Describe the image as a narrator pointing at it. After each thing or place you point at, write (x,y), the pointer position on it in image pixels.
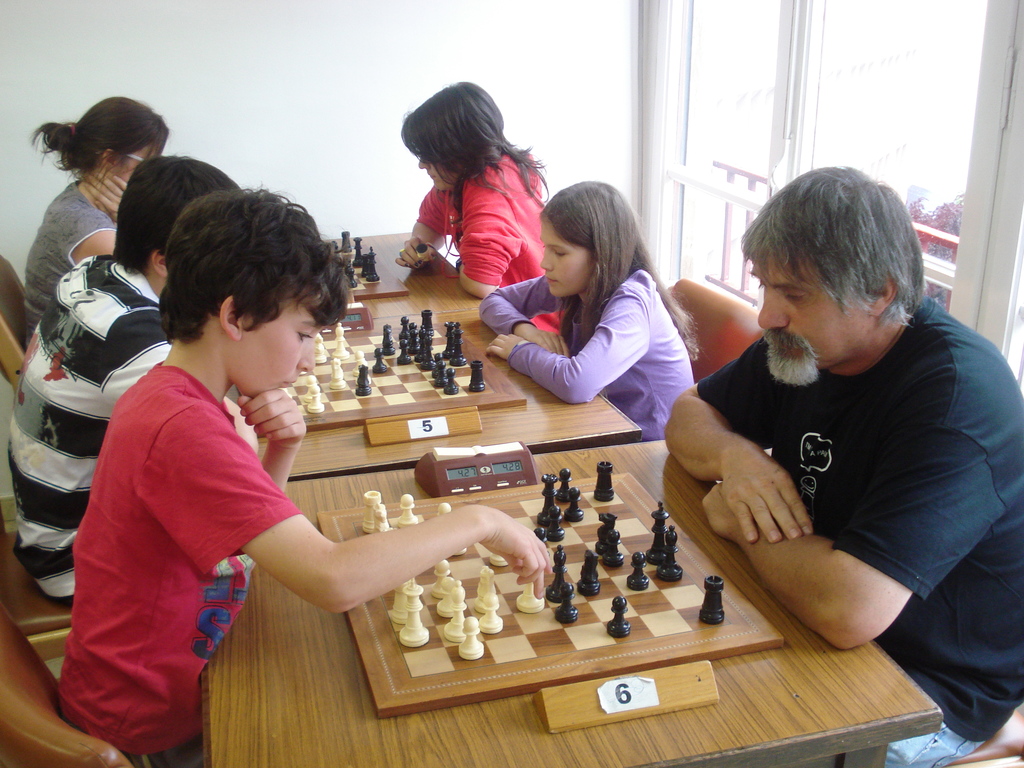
There are group of people (150,479) playing chess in front of their opponents (597,391).
